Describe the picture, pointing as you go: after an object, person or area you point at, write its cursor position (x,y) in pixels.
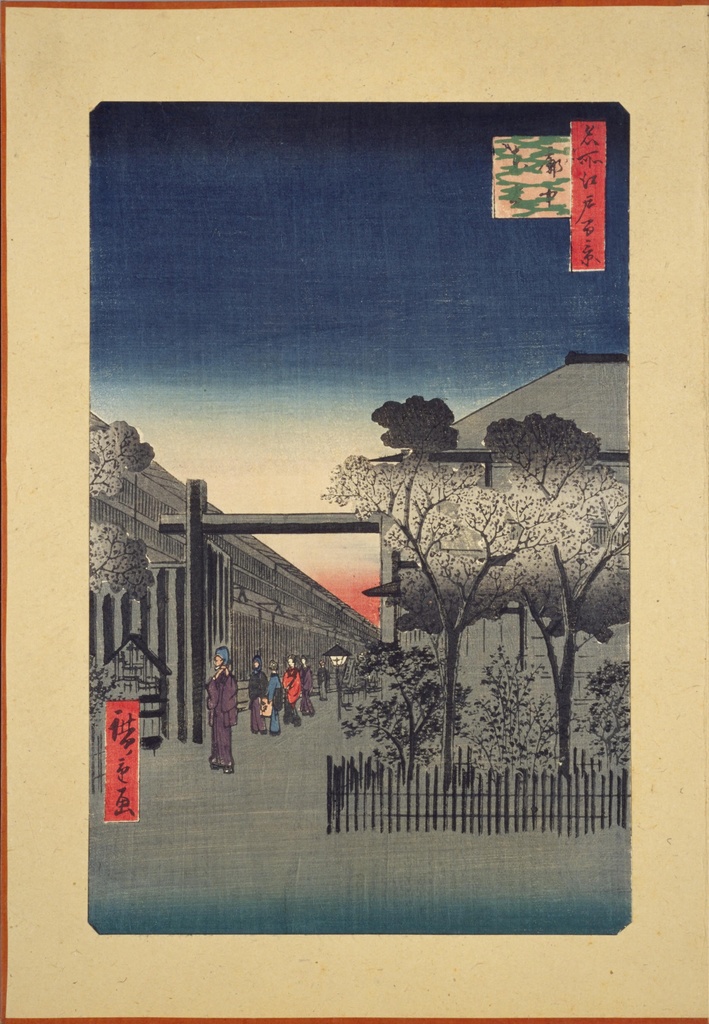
In this image we can see a frame (135,69) with a painting (300,325). On the painting (186,545) there are trees (500,608), people (303,673), building (270,644) and sky (389,276). Also there is text (122,722).
